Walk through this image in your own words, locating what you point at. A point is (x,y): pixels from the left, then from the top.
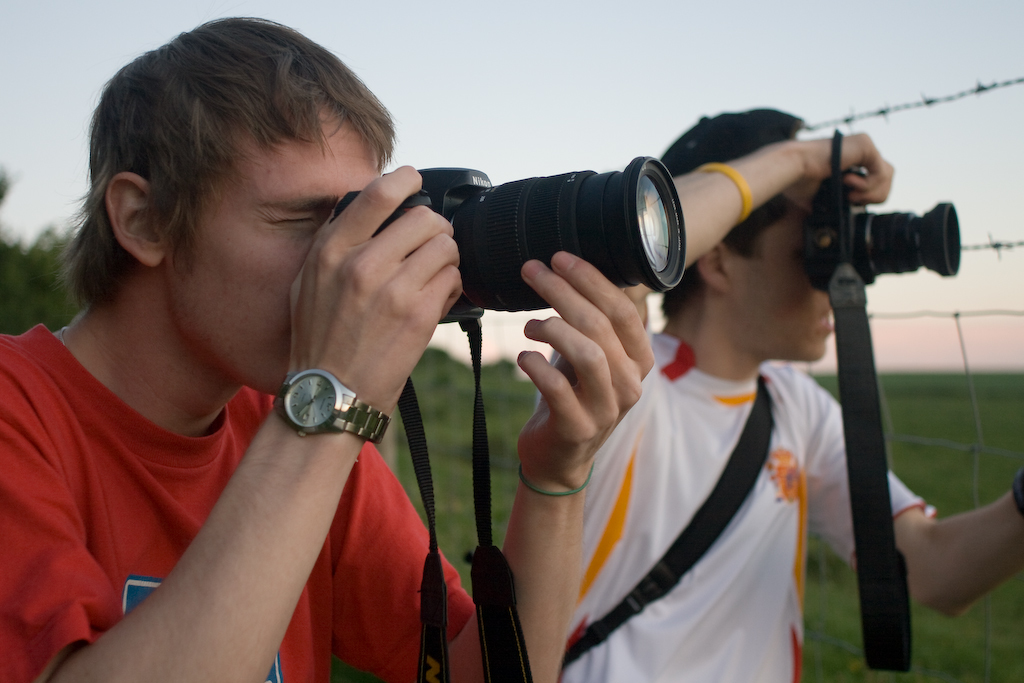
In this image there are two man (574,516). The right person (748,517) he is wearing white t shirt (733,589), he is holding a camera (873,245), i think he is clicking some pictures. The left side person (149,430) wearing a watch (355,427) and red t shirt (121,555) and holding camera (461,259) in his hands (390,265). in the back ground (603,34) there is a sky (581,48) and some greenery (519,418) and fence (959,94).
